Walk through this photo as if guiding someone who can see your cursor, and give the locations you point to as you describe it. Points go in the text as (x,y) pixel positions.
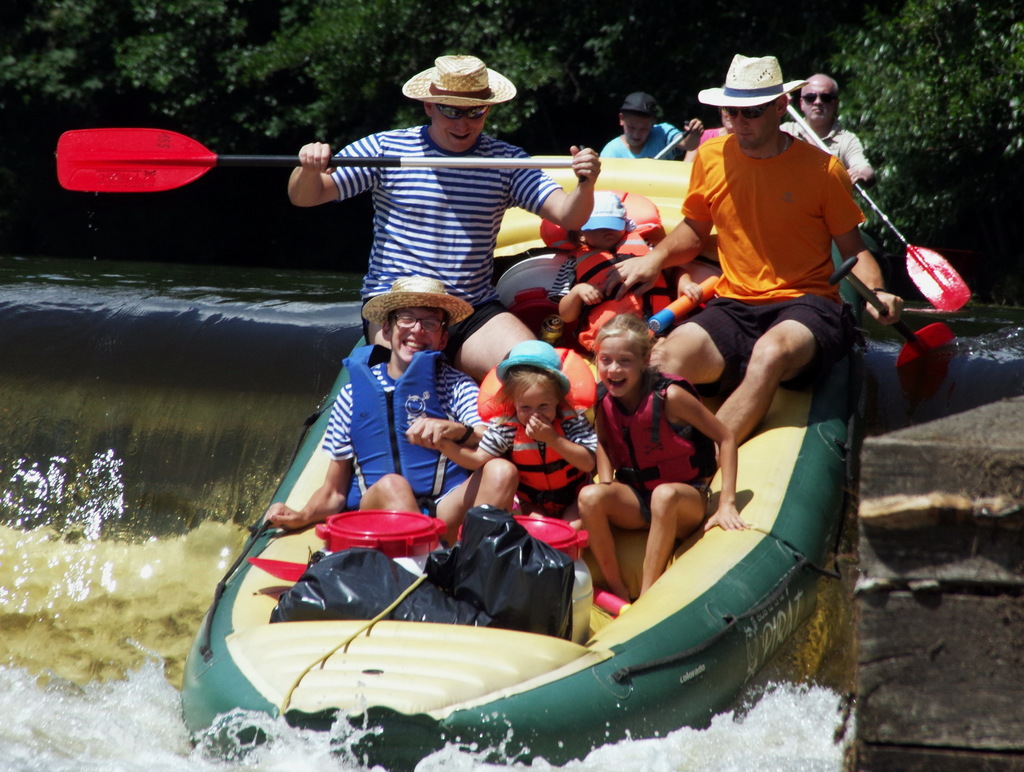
In this picture we can observe some people (359,482) rafting in the river (170,368). One of them was holding an oar (192,152) in his hand (579,156). Most of them were wearing life jackets (500,396) and hats (430,87) on their heads (423,312). In the background (321,67) there are trees (514,45).
